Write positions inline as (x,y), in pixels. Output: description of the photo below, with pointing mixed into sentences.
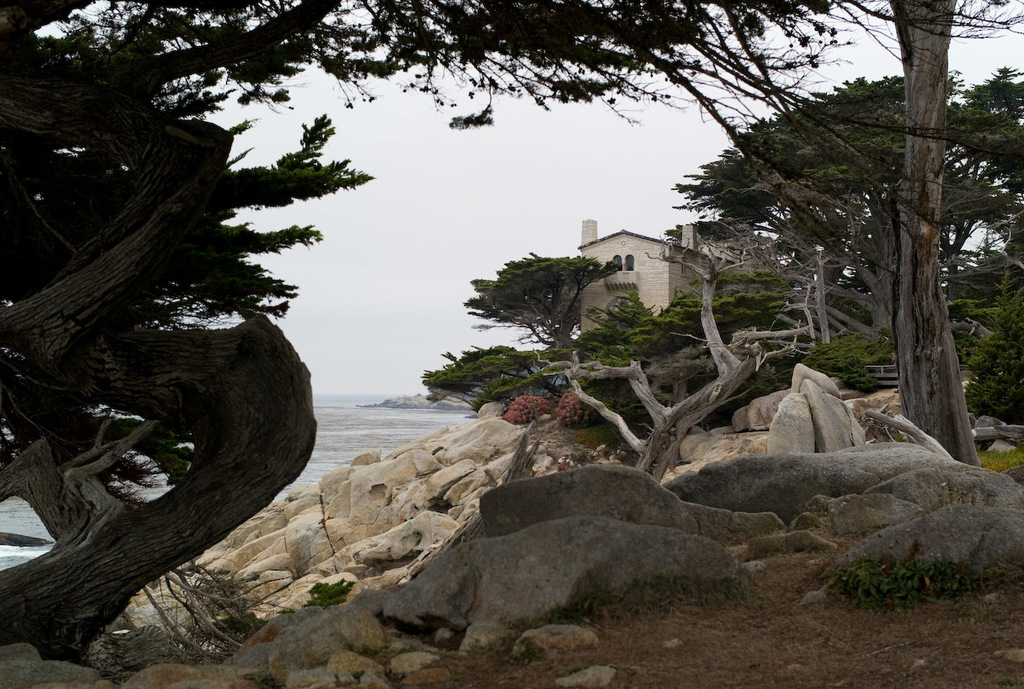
In this image we can see the rocks (541,518) and also trees (754,260). We can also see the beach (357,452) and a house (595,294). Sky (484,214) is also visible.
